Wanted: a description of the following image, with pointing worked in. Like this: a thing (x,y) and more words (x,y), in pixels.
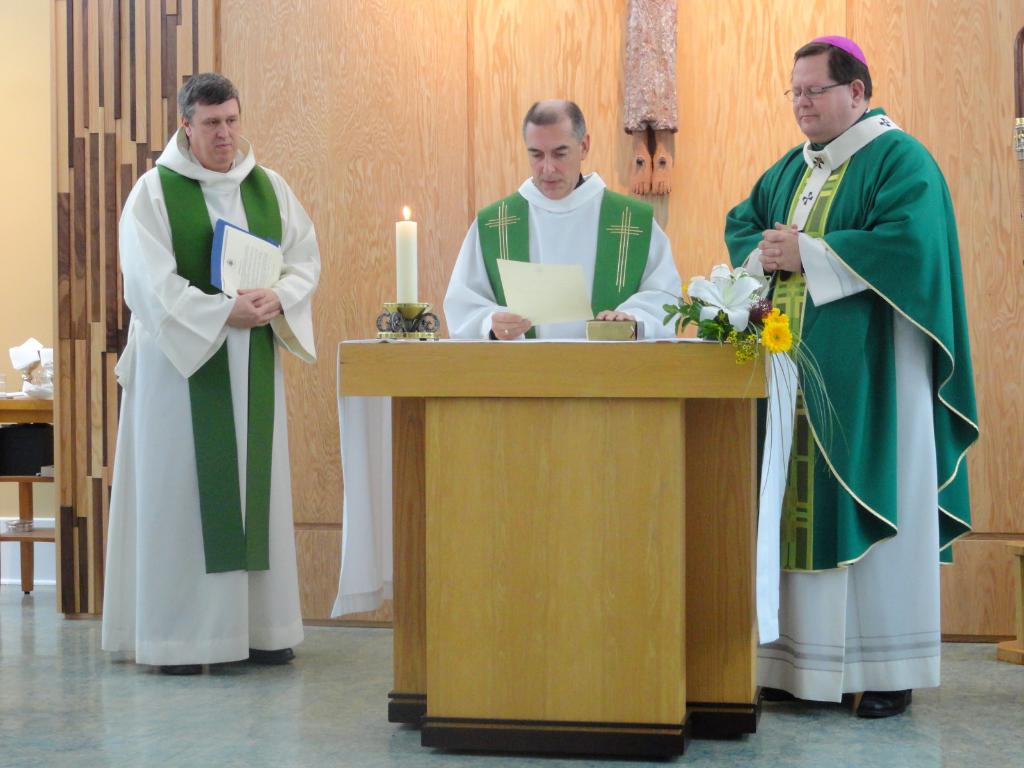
In this image there are three persons (196,536) standing, two persons (456,300) standing and holding the papers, and there is a podium (506,382) with flowers (760,323), book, candle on the candle stand (424,333) on it, and in the background (94,455) there is a sculpture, wall (379,112).
